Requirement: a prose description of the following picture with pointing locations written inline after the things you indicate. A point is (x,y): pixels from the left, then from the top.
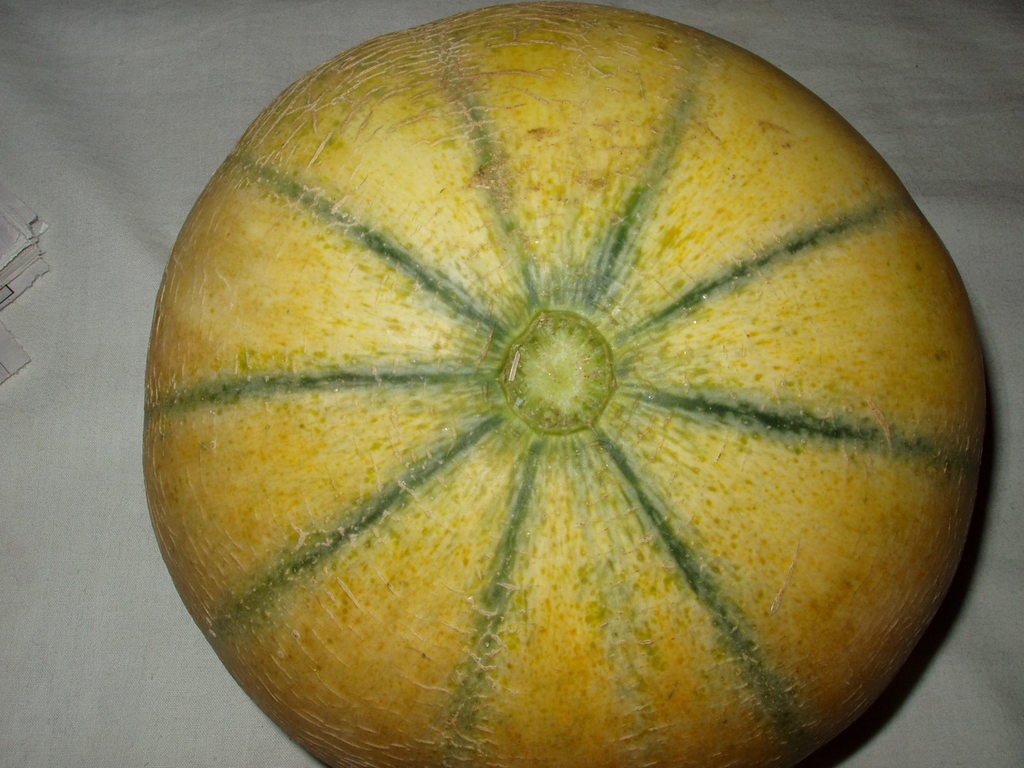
In this image we can see a cantaloupe melon (276,603) placed on the white color surface (79,375). Here we can see edges (6,355) of some papers (21,362).
